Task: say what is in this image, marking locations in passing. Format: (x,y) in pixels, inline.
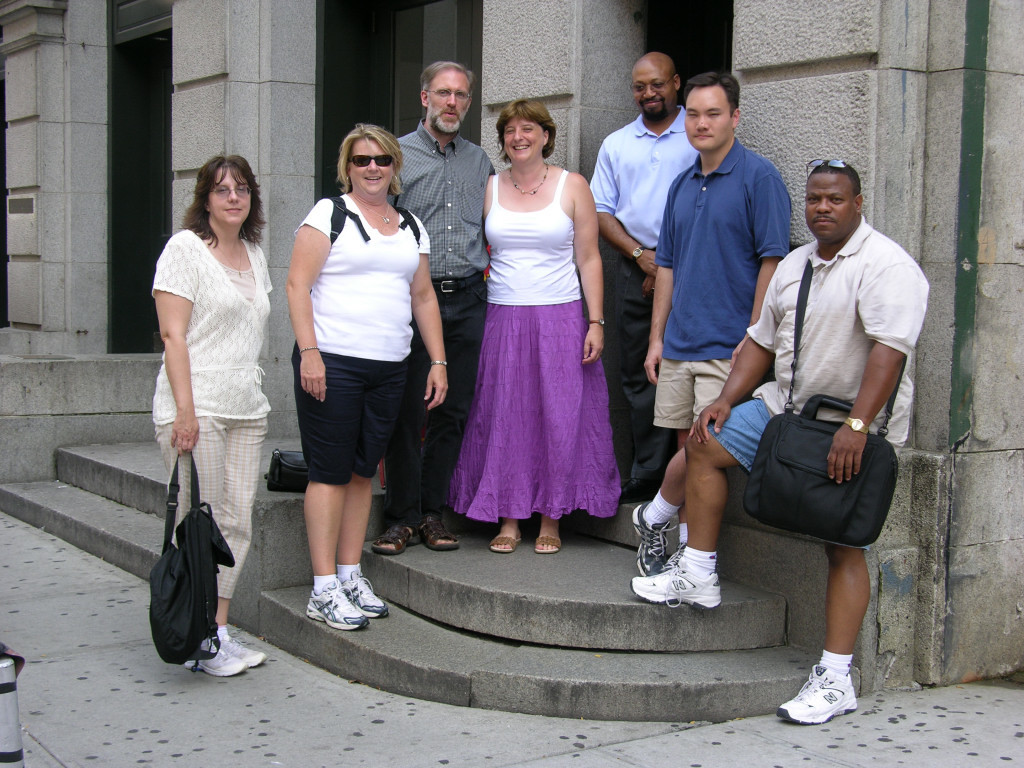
In this image we can see some persons (264,320) smiling and standing. In the background (79,63) we can see the building (315,64). On the left (18,739) there is a small pole (17,703).
